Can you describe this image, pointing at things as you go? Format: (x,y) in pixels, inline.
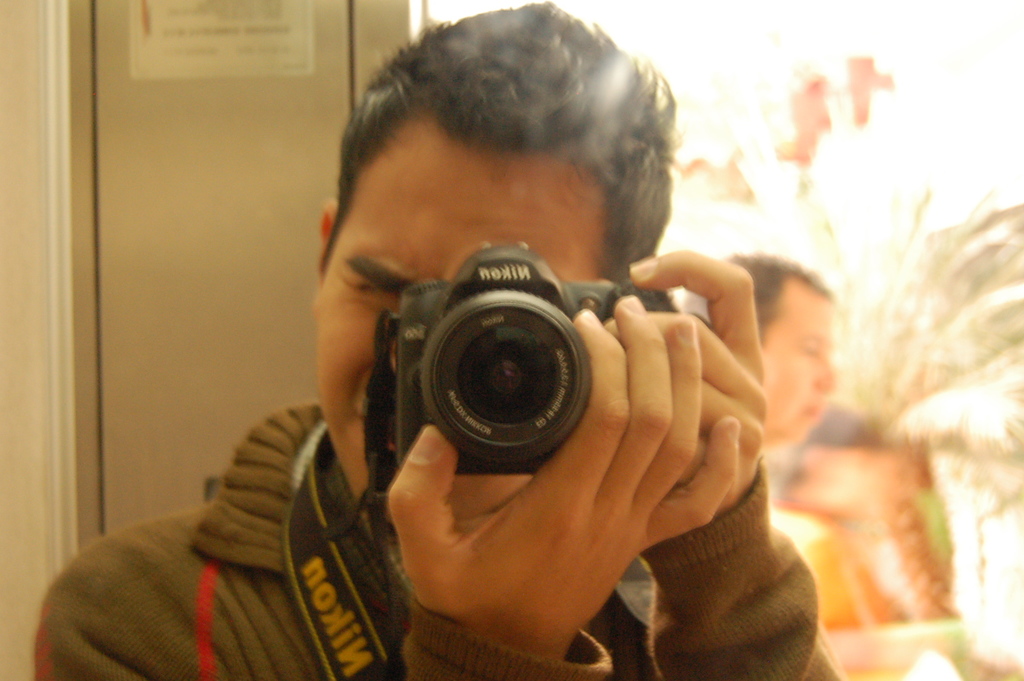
In this image, I can see a person (345,310) holding a camera (526,282) and clicking the photos, behind that there is another person (776,267) standing. In the middle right of the image (999,280), there is a houseplant (864,319). In the left of the image (19,185), I can see a wall (25,389). On the top (79,206), I can see a cupboard (96,319).
